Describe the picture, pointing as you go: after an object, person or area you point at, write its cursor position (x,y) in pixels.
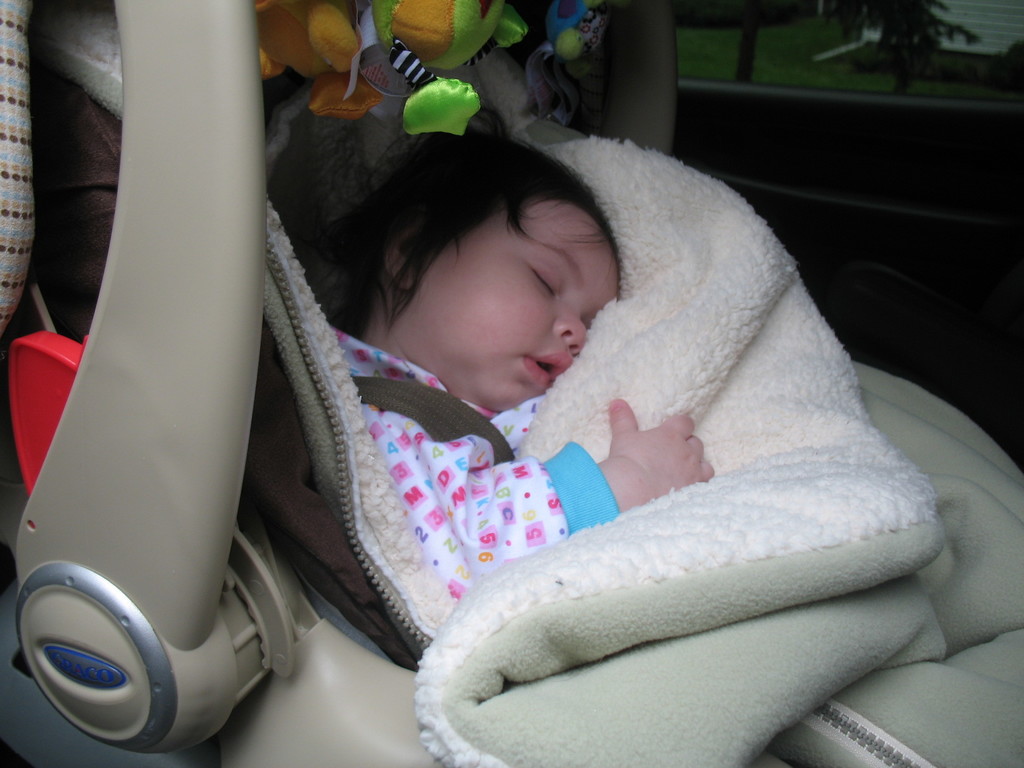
This picture is taken inside a vehicle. A baby (555,513) is sitting on the seat (288,120). She is covered with a cloth (716,454). Top of the image (344,112) there are few toys (438,27). Right top there is a window (866,30). From the window (886,36) few trees (881,35) are visible.
